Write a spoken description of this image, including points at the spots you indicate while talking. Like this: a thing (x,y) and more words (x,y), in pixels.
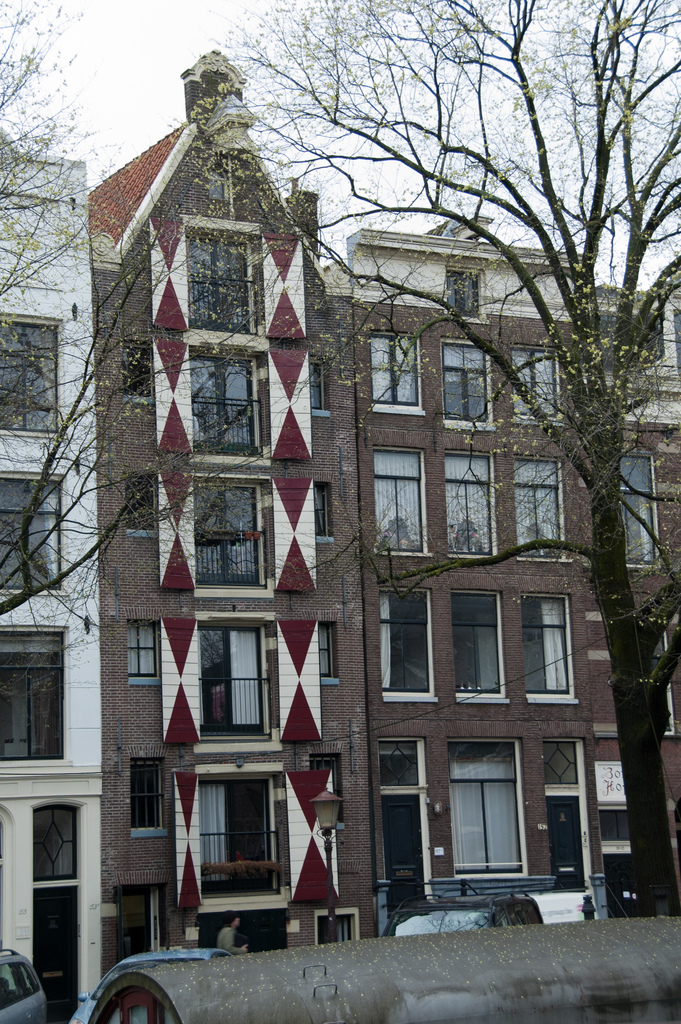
This image consists of building (425,618) in the middle (438,619). It has doors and windows (419,611). There is sky (42,133) at the top (400,204). There are trees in the middle (401,368). There are cars (17,1023) at the bottom (17,1007).
